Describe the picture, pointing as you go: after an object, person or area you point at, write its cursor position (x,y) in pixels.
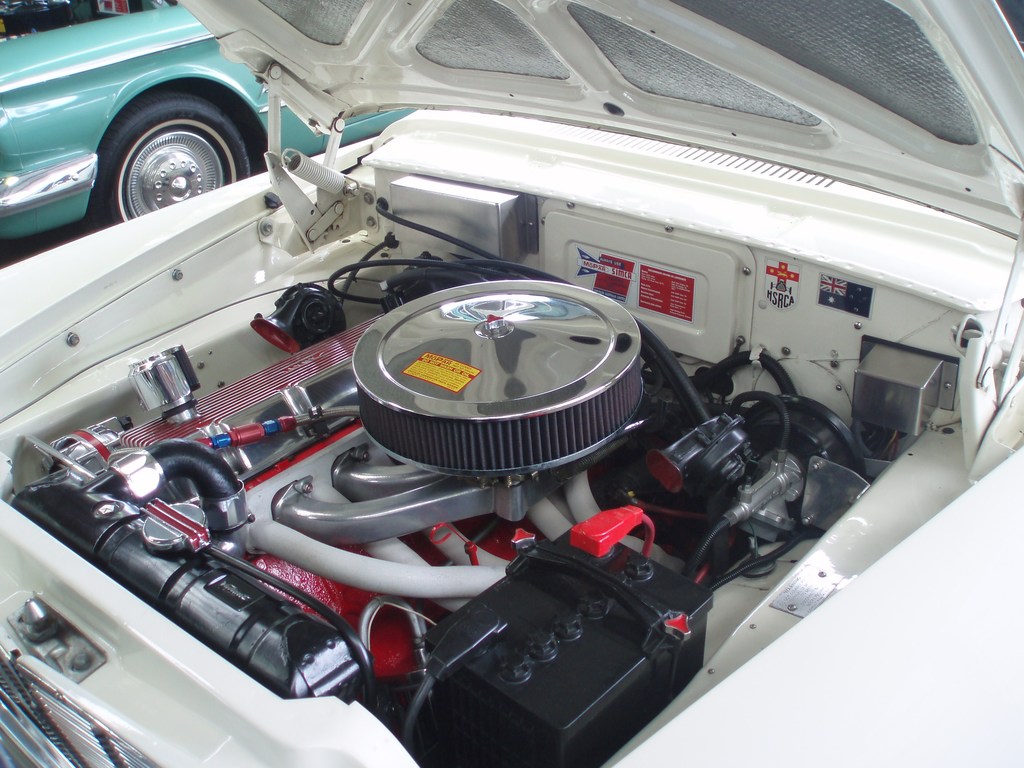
In this picture we can see vehicles (506,344) and vehicle parts (562,563).
